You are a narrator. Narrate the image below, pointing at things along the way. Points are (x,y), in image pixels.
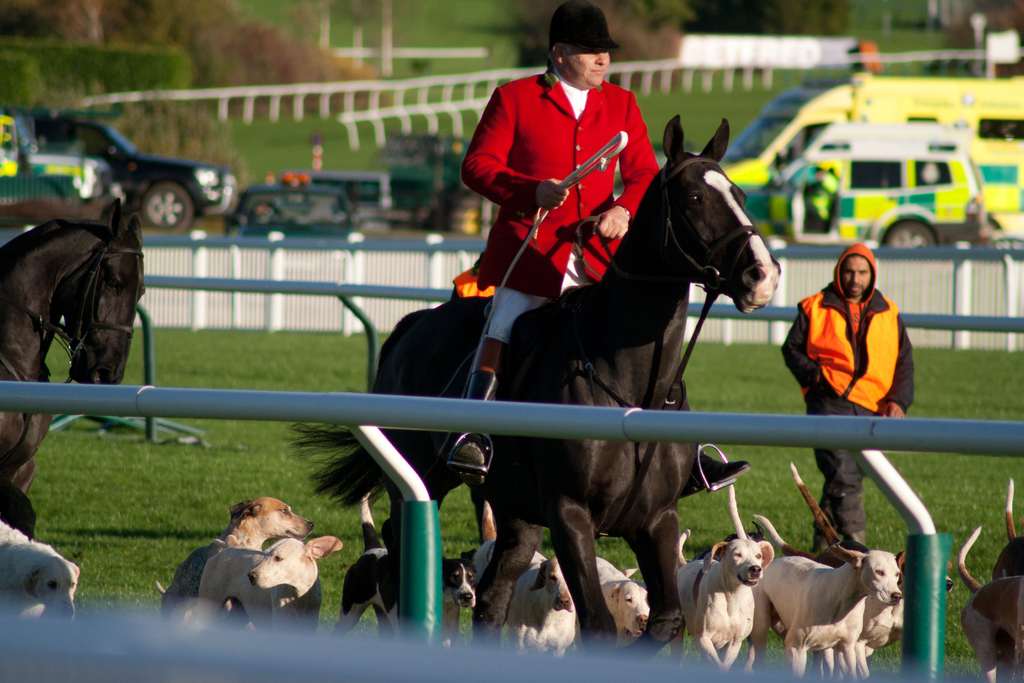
There is a horse (567,357) on which the person (563,230) is sitting and riding that horse (583,306). In Front of the horse (616,357) there is a railing (565,431). Beside the horse (572,376) there is another horse (70,292). Behind the first horse (584,360) there are some dogs (543,584) following the horse (634,363). In the background (833,353) there is a man (862,337) wearing a hoodie (849,345) and jacket (842,348). We can observe some vehicles (867,166) and trees (770,12) which were blurred in the background (207,159).
